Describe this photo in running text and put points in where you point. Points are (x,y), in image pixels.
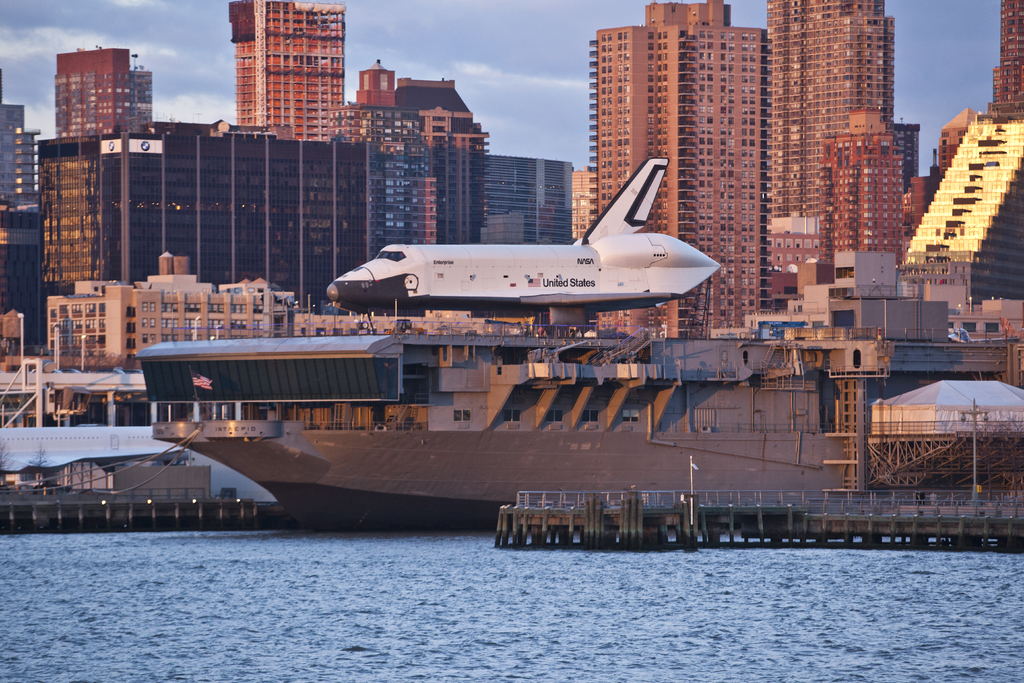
In this image in the middle (484,359), there is a boat (535,440) on that there is an aeroplane (534,278). At the bottom (497,563) there is water (574,581). In the background (857,254) there are buildings (754,179), electric poles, sky (404,45) and clouds (469,72).
